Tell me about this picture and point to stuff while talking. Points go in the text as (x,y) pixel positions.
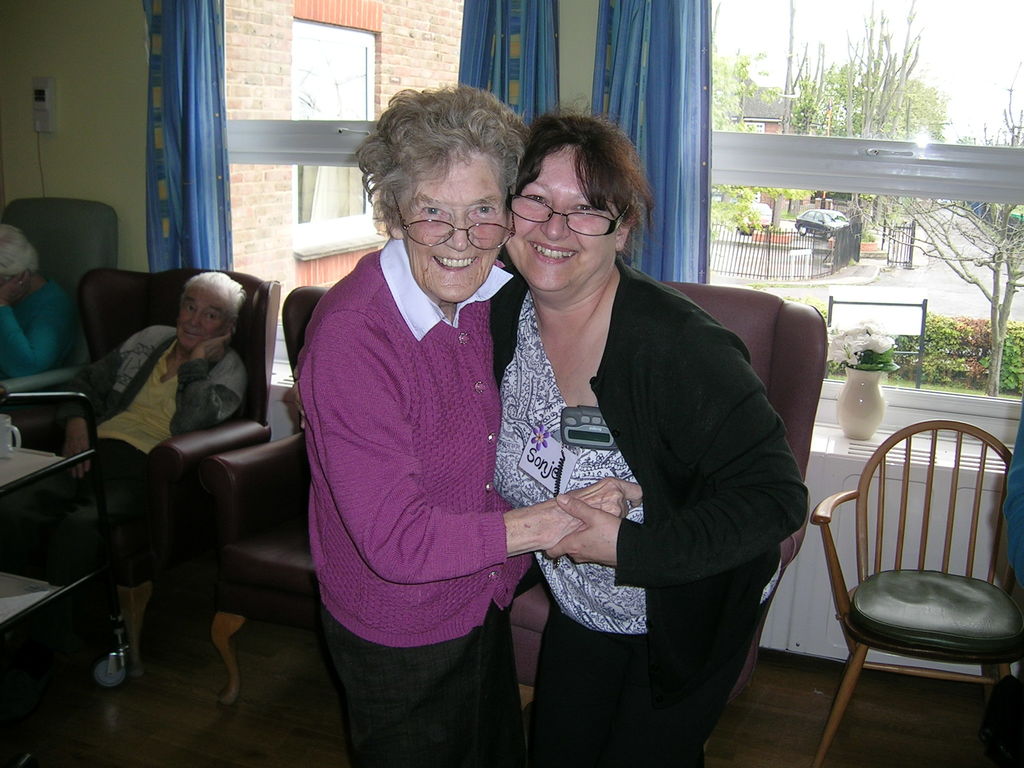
Both woman (533,489) in the middle (528,444) they are very happy, they both have short hair (491,139) and they both are wearing spectacles (525,211). To the left (151,446) there is a man (138,415), he is looking towards two women (579,131), in the background (800,107) there is a window (869,180), curtain (685,89) and plants (907,376). To the right (947,575) there is a empty chair (933,608).
